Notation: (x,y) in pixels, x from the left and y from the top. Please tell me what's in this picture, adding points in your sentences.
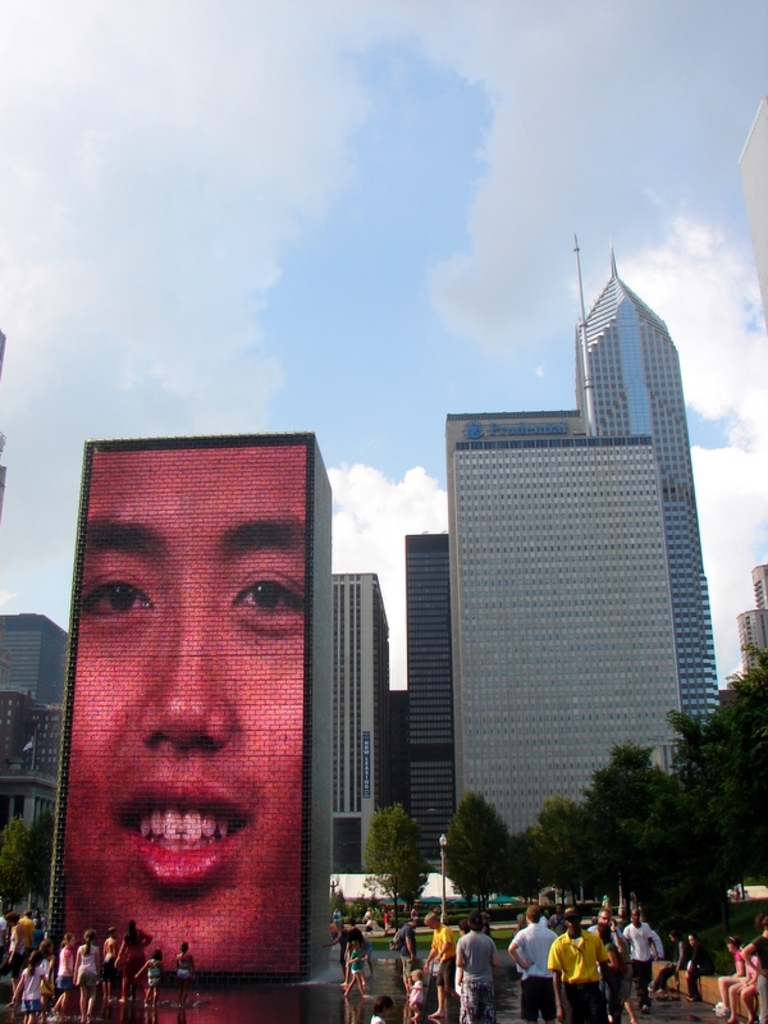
In this image I can see group of people (530,1003) standing. In front (196,757) I can see a screen (187,752), in the screen (186,752) I can see a person face (187,752), background (562,699) I can see few buildings (547,699) in white color and sky (280,319) is in blue and white color.
